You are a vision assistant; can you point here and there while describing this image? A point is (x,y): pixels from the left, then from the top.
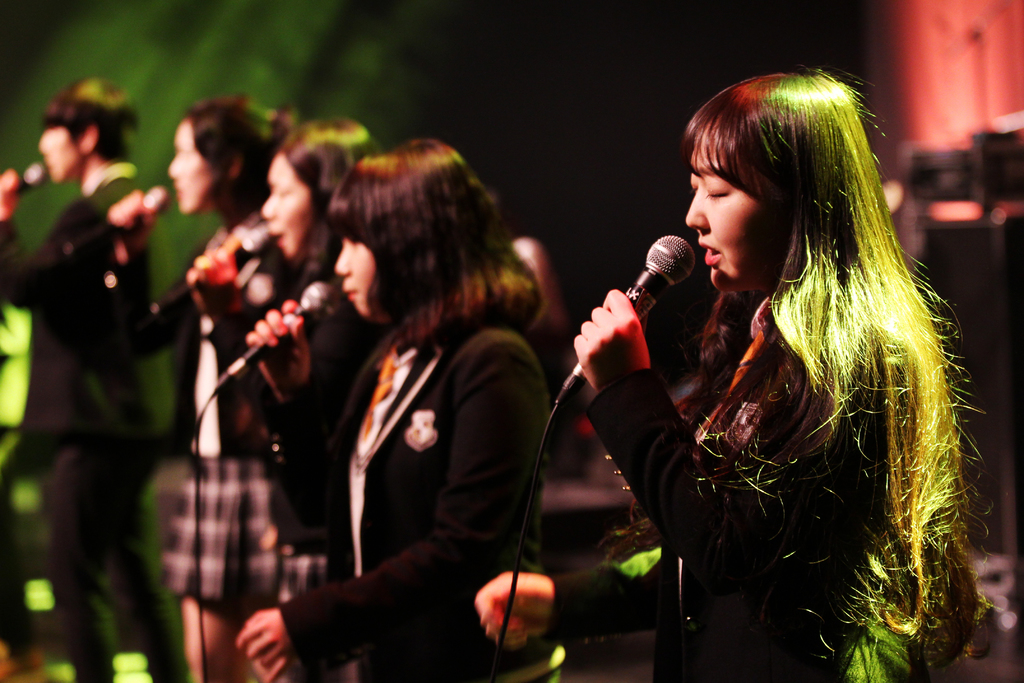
this picture shows few women (191,146) and a man (16,275) standing on the dais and singing with the help of the microphones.
